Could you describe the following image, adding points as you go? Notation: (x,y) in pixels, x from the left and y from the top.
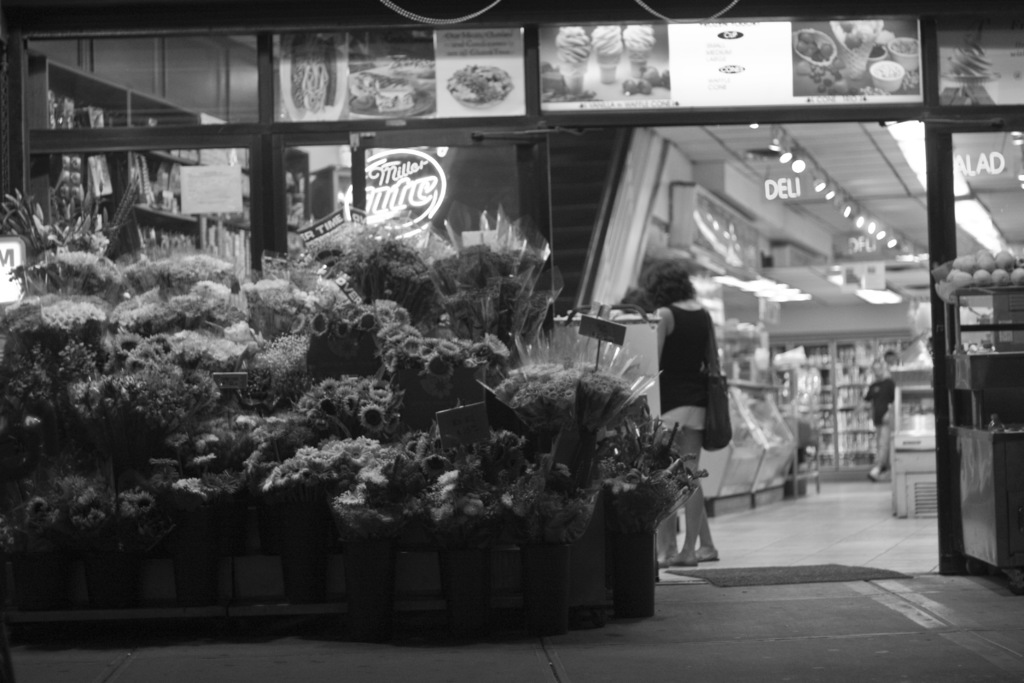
In this picture we can see flower bouquets (514,493), people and in the background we can see posts (953,514), lights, few more objects (914,444).
